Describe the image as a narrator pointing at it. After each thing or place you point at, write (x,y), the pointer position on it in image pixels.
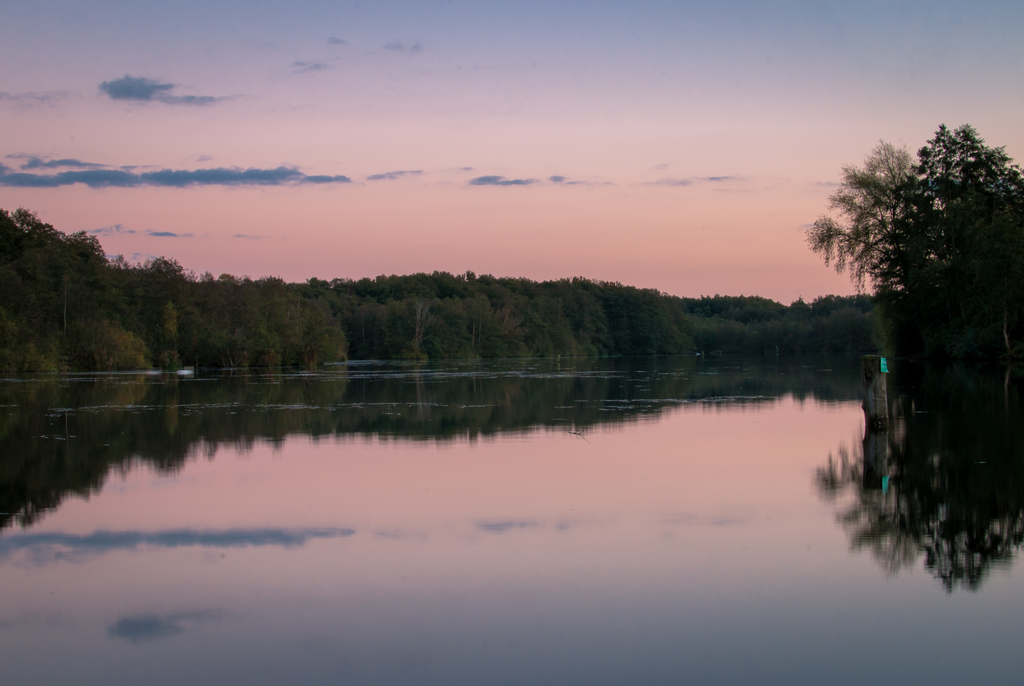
In the image in the center (495,294), we can see the sky (527,106), clouds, trees (669,297) and water (477,667).
